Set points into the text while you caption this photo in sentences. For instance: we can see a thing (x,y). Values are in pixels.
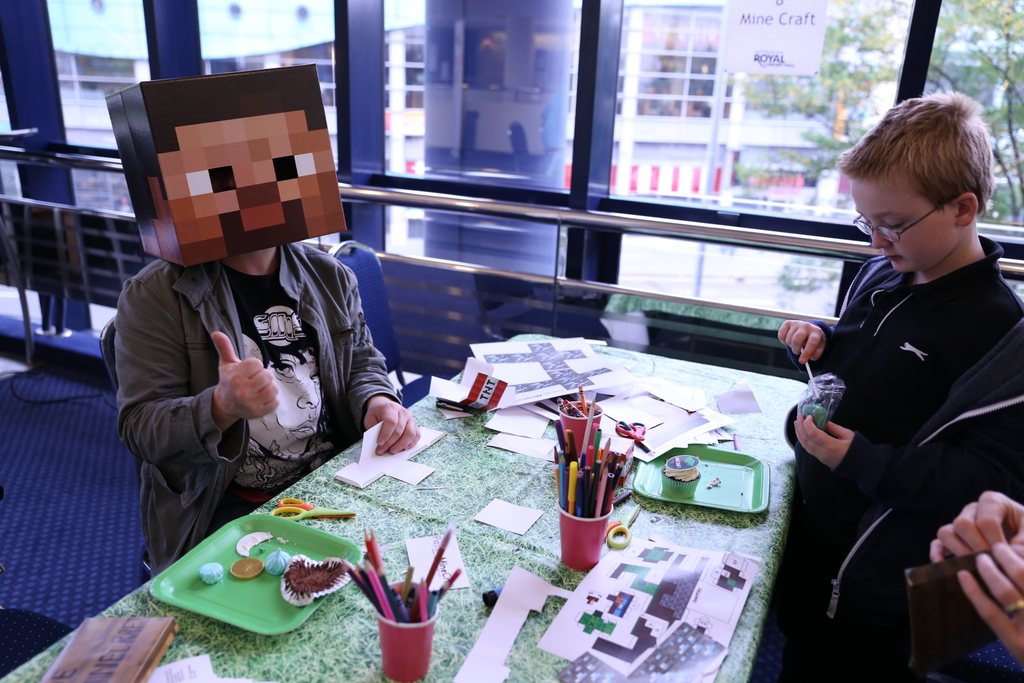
This picture shows a man (172,366) seated on the chair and we see a boy (879,483) standing and we see pencils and papers (421,566) on the table (488,461) and we see a building (743,124) and a tree (823,125) from the window (672,164).
